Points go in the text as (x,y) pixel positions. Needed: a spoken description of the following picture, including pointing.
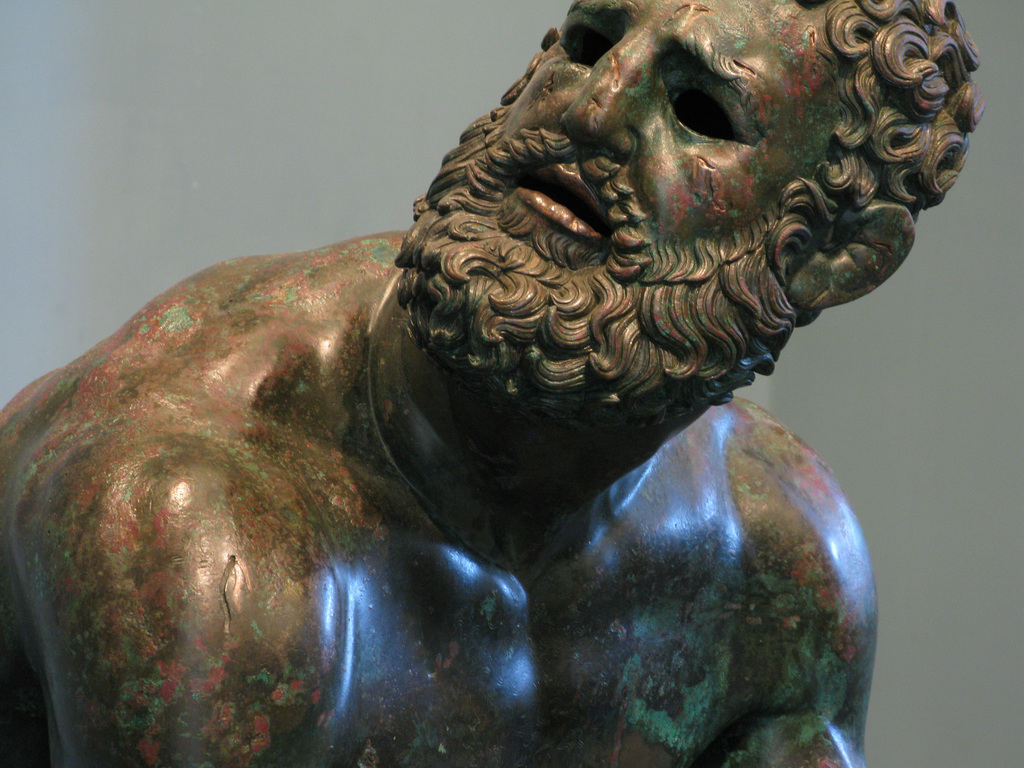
In this image there is a sculpture (748,534) in the background (405,65) there is a wall (936,469).
